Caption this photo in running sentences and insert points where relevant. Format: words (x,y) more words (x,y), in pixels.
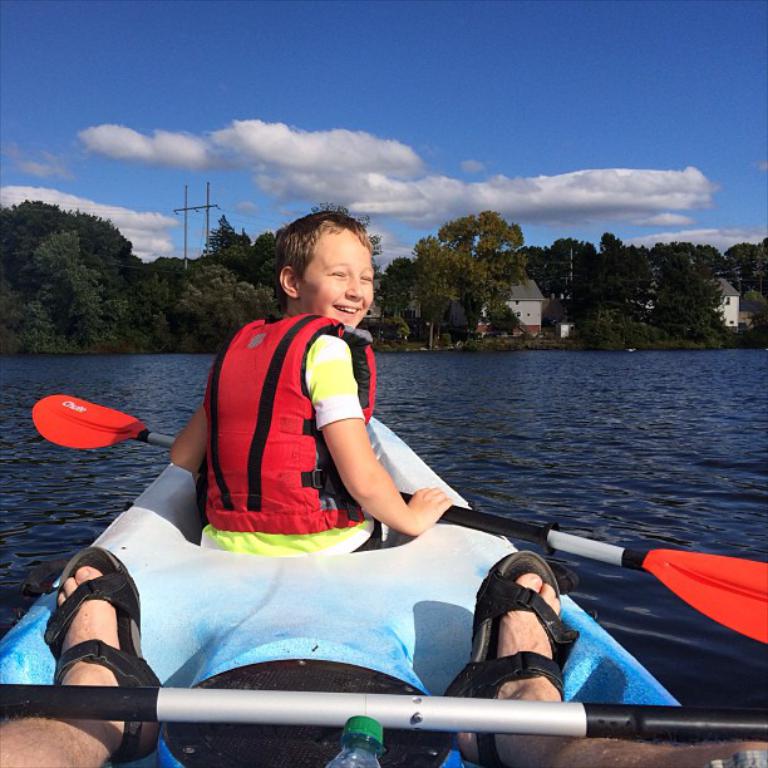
In this picture we can see a small boy (290,463) wearing a red safety jacket (293,469) sitting in the boat (310,633), smiling and giving a pose to the camera. Behind we can see river water (498,366) and some trees (397,289). On the top (397,124) there is a sky (364,53) and clouds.
